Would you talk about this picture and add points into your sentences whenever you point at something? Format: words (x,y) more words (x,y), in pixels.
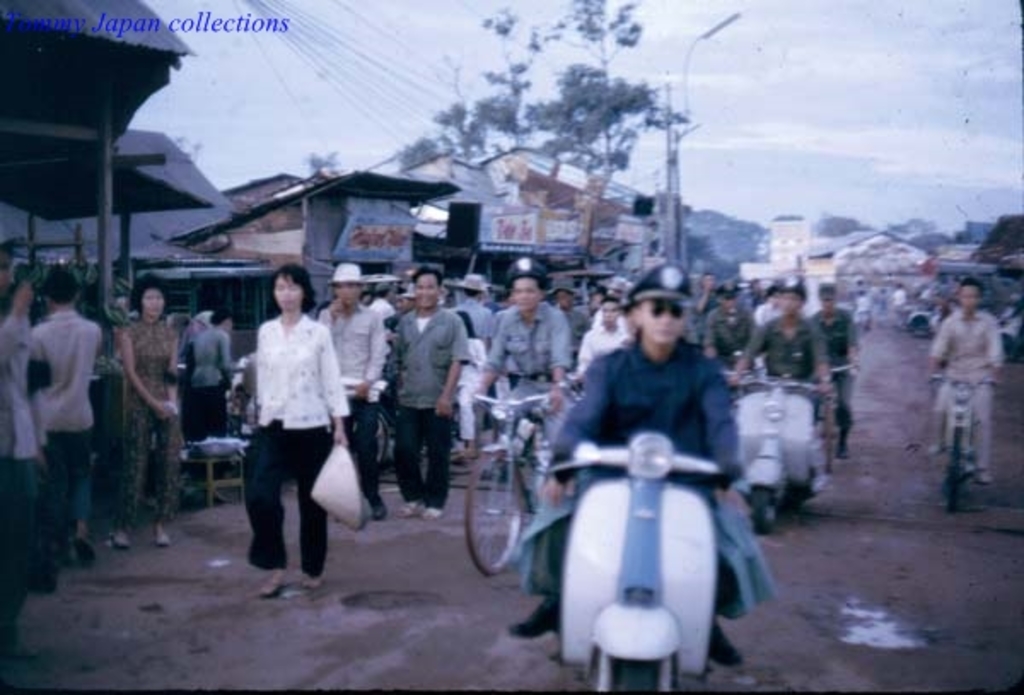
This image is clicked on the road (462,620). There are vehicles (580,551) moving on the road (479,618). Beside the vehicle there are people (336,362) walking on the road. Beside the road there are houses (213,220). There are boards (523,227) with text (401,239) on the house (499,196). In the background (607,84) there are trees (632,88) and poles (675,165). At the top (823,81) there is the sky (352,61).
